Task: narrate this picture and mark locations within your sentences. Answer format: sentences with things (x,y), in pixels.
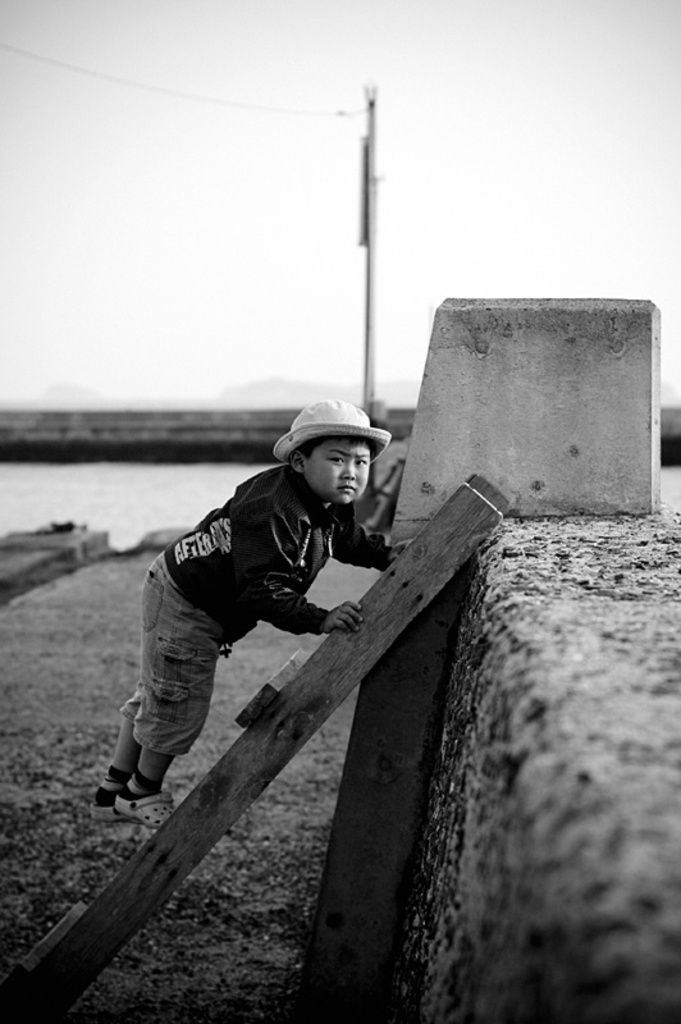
This is a black and white picture. In this picture, we see a boy (308,612) is climbing the ladder (258,709). Behind that, we see a wall (556,545). In the background (369,100), we see an electric pole (367,389). We see water (262,466) and this water (139,492) might be in the canal (20,476). In the background (440,202), we see the sky (391,291).
